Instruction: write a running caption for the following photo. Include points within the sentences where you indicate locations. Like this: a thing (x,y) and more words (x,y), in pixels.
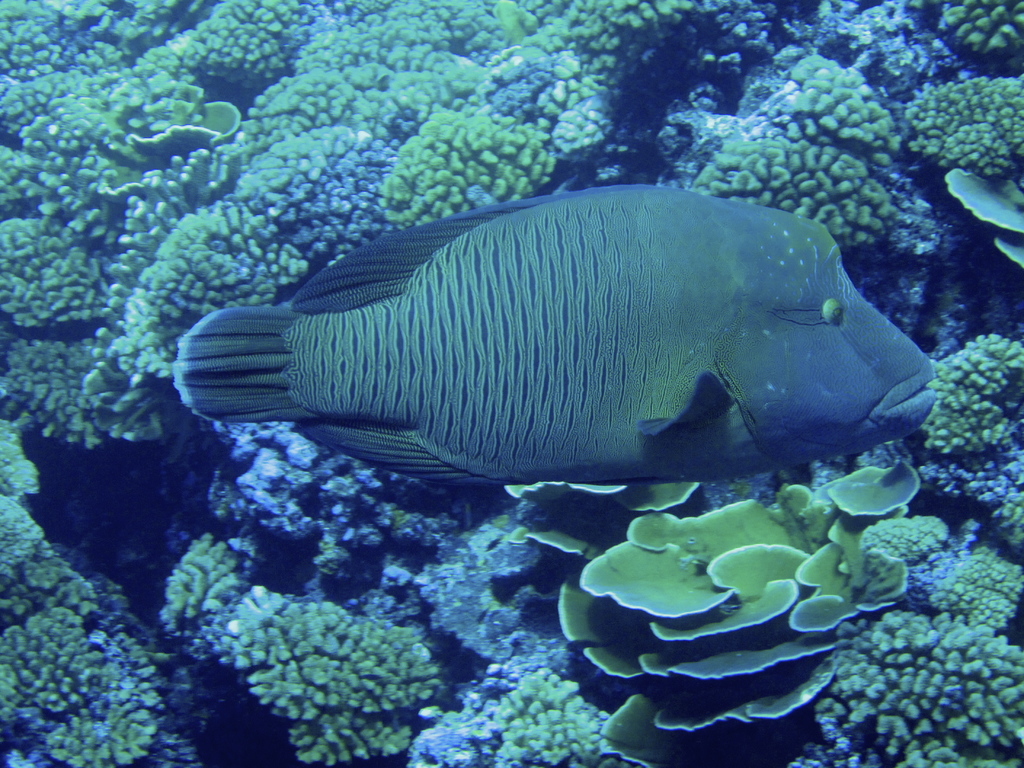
The picture is clicked inside water (89,541). In the center of the picture (534,378) there is a fish (530,327). In the background (632,631) there are water plants (313,175).
